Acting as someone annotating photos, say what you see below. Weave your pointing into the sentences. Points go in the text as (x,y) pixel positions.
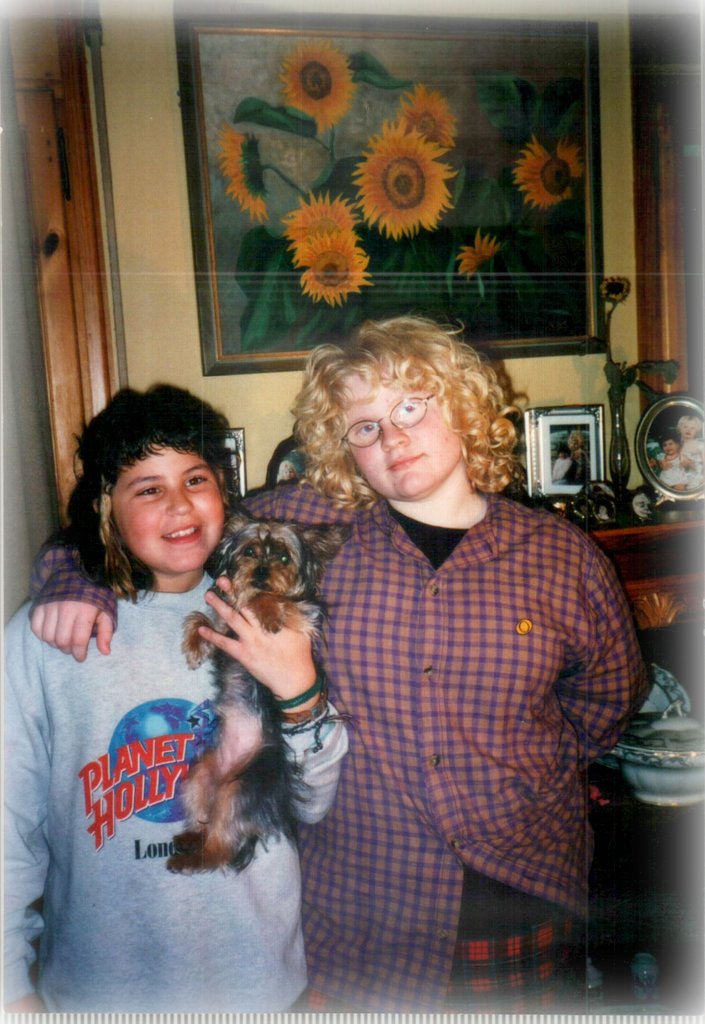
In the picture there are two people (343,510), the person (202,454) standing left side (218,882) is holding a dog (226,827) with his hand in the background (283,296) there are some photographs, ornaments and above them there is a photo frame (269,163) in the background (181,208) there is a cream color wall (170,213).
